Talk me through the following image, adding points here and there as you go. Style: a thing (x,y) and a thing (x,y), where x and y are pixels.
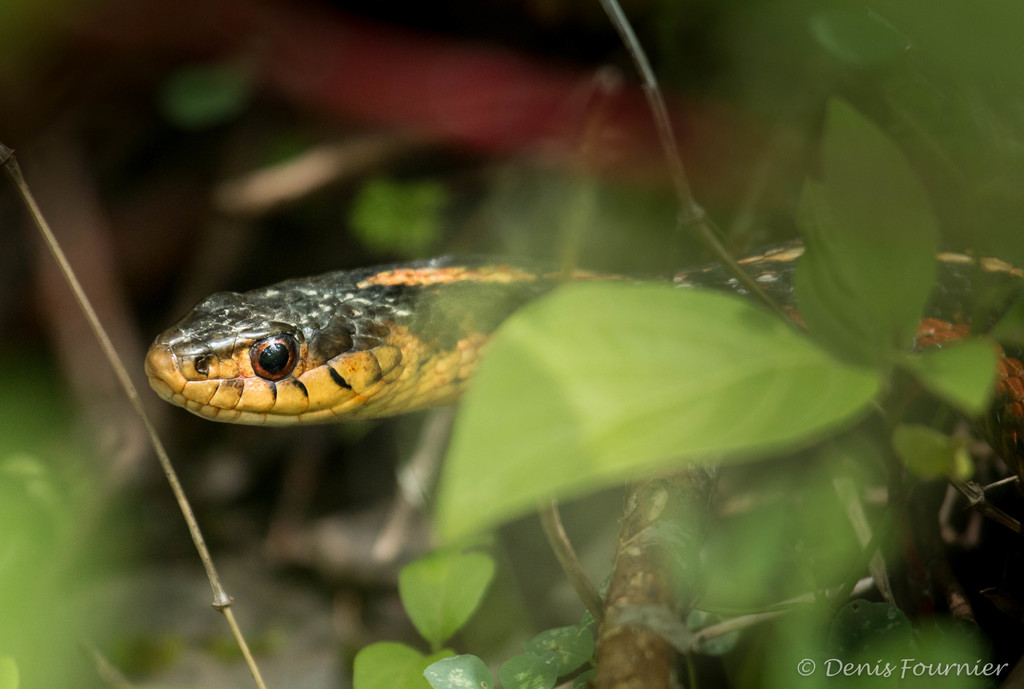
In this image there is a snake (380,338). In the foreground (717,412) there are leaves (729,441) and a stem (625,589). The background (687,119) is blurry. In the bottom right (851,669) there is text (880,666) on the image.
